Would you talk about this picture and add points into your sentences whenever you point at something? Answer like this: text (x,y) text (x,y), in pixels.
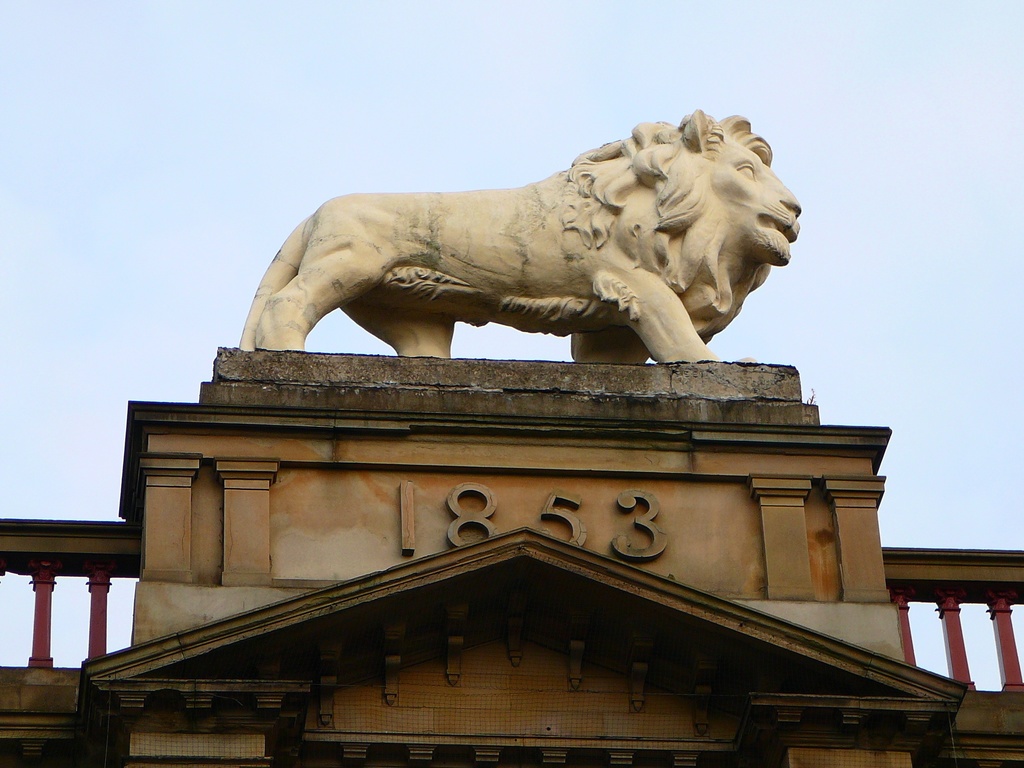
In this picture there is a statue of a lion (588,241) on a building (621,450) and there is 1853 (409,538) written below it.
